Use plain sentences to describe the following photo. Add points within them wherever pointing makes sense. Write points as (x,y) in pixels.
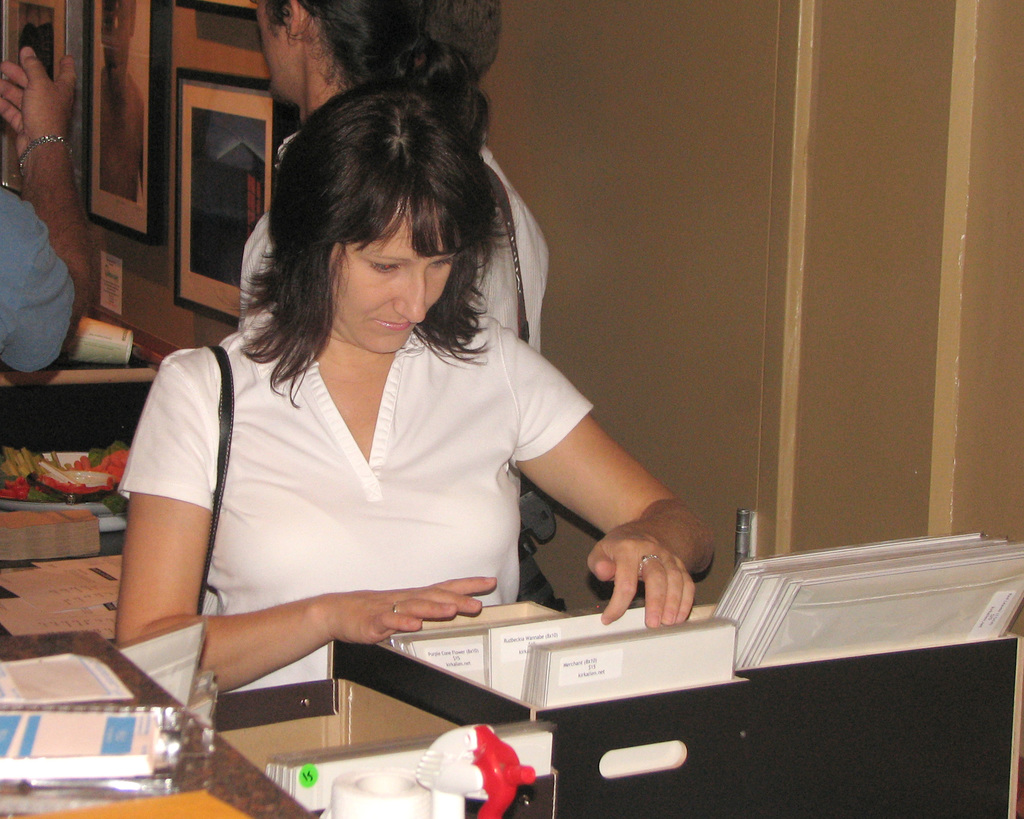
In this picture I can see few people (319,353) are standing and few photo frames (182,217) on the wall (219,329) and I can see papers (83,593), books (106,724) on the table (263,797) and few files (623,659) in the box (605,712) and a woman (201,409) wore a handbag (228,367).
